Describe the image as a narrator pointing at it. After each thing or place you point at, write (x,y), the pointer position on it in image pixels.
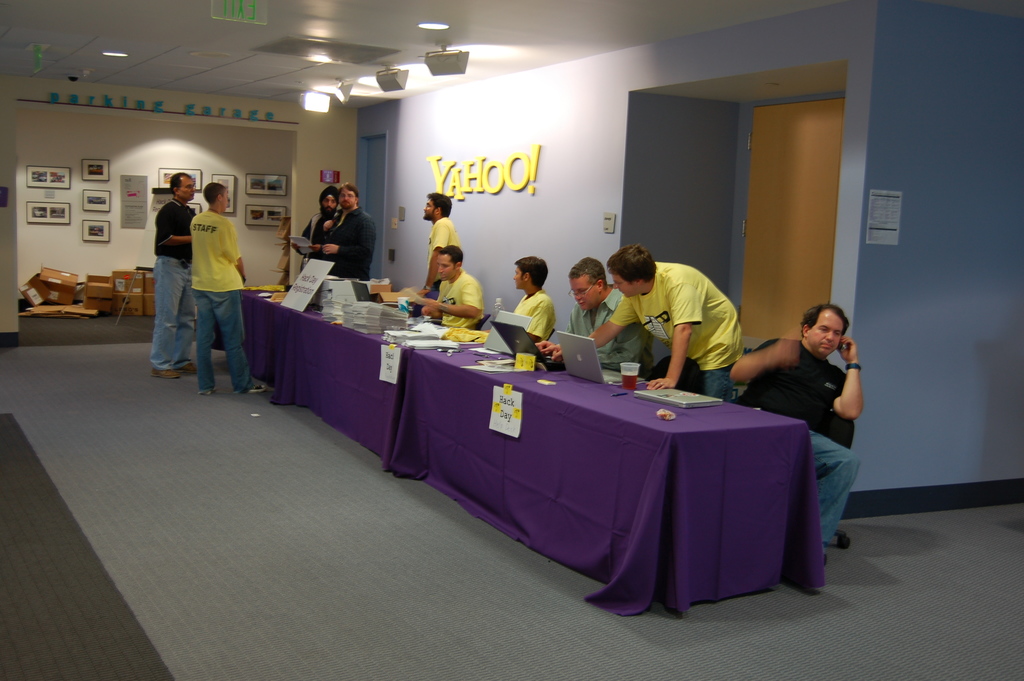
This picture shows many people (452,291) sitting and standing in front a table (639,424) on which some laptops (595,361), glasses (628,376), papers (370,314) were there. There are two members (217,312) standing in front of a table (253,327). In the background (91,199) there are some photo frames (97,199) attached to the wall (158,153).
